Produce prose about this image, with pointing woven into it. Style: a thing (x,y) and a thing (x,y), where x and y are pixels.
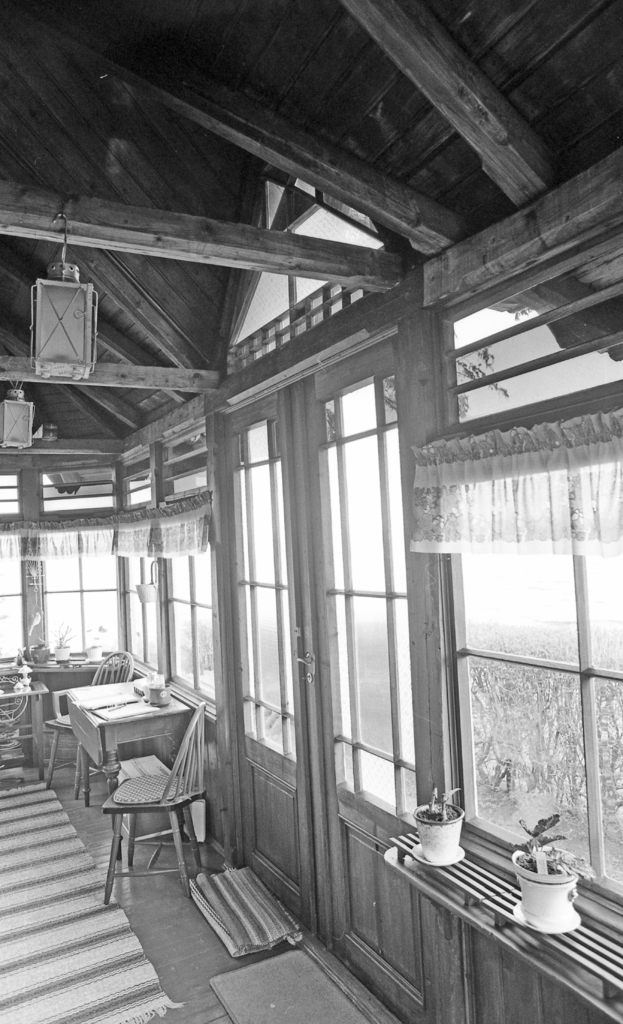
This is a black and white image, in this image there are chairs (180,758) and tables (126,733), in the background (434,391) there are walls (238,681) for that walls (230,690) there are glass windows (58,623), at the top (224,193) there is a roof (121,265) and lights (78,361).
